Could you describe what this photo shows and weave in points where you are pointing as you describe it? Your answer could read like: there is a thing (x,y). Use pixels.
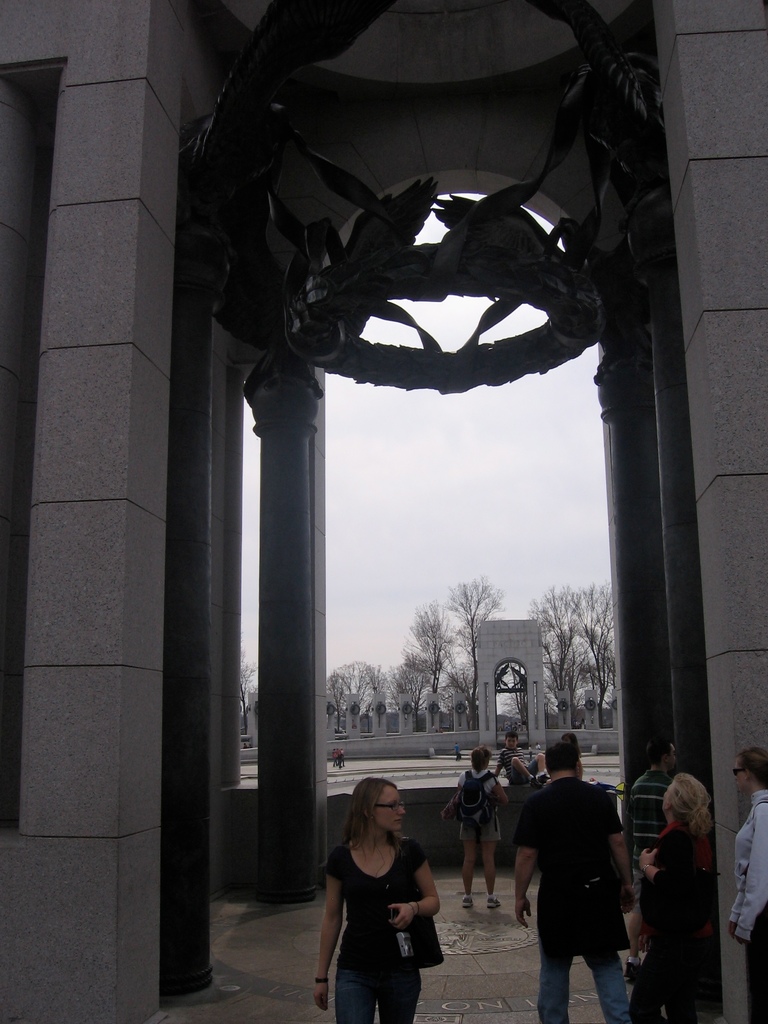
In this picture we can see a group of people (366,788) standing on the ground (428,969), pillars (704,669), trees (456,645) and in the background (338,615) we can see the sky (449,539) with clouds (468,542).
